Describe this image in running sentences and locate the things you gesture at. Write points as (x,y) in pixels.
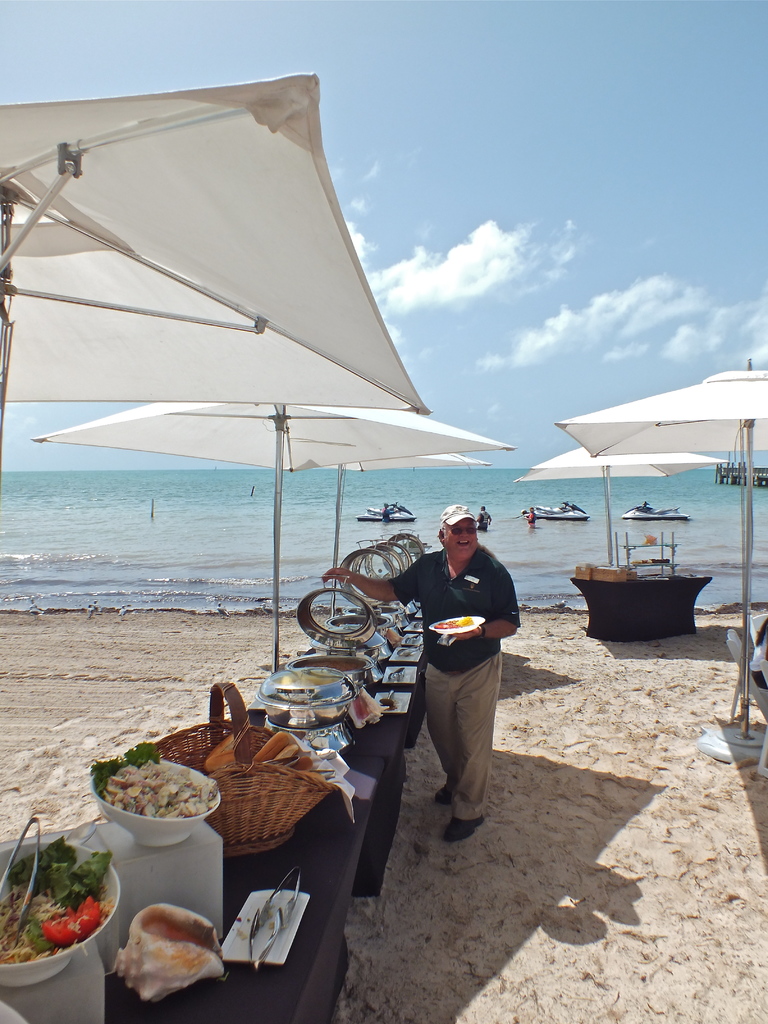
In this image i can see there is a man (478,749) who is standing on the ground (525,840) in front of a table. On the table (225,895) we have some objects (185,920) on it. I can also see there is a water (218,502) and few boats (670,510) on it.
